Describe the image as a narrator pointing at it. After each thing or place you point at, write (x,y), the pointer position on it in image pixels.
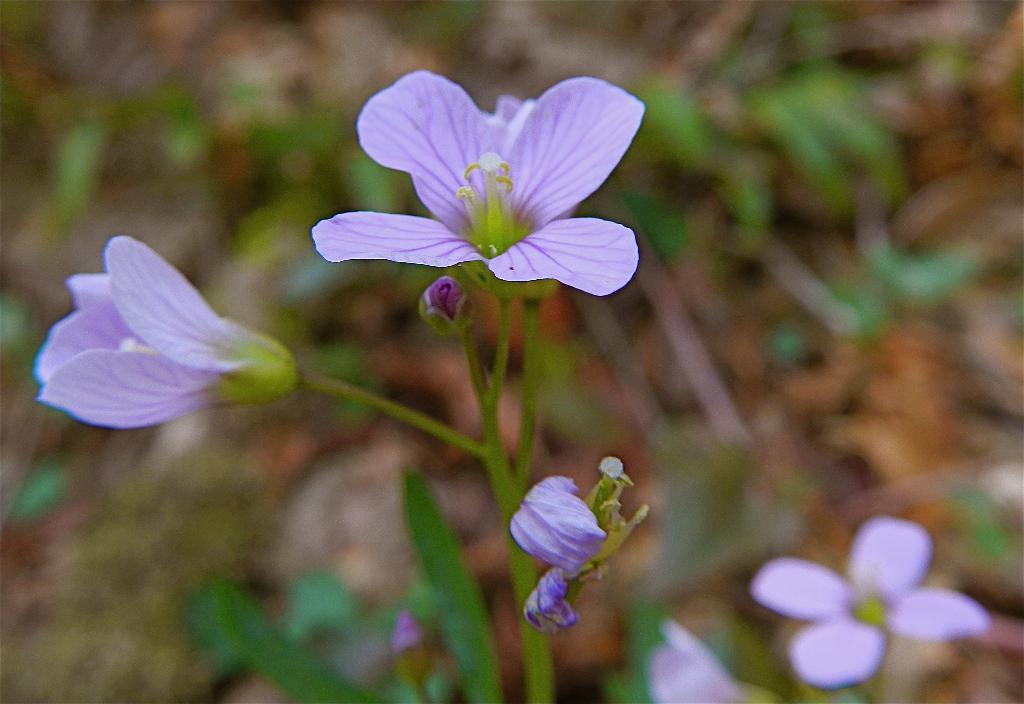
This picture shows few plants (568,252) with flowers (539,270) and flowers (573,286) are purple in color.
